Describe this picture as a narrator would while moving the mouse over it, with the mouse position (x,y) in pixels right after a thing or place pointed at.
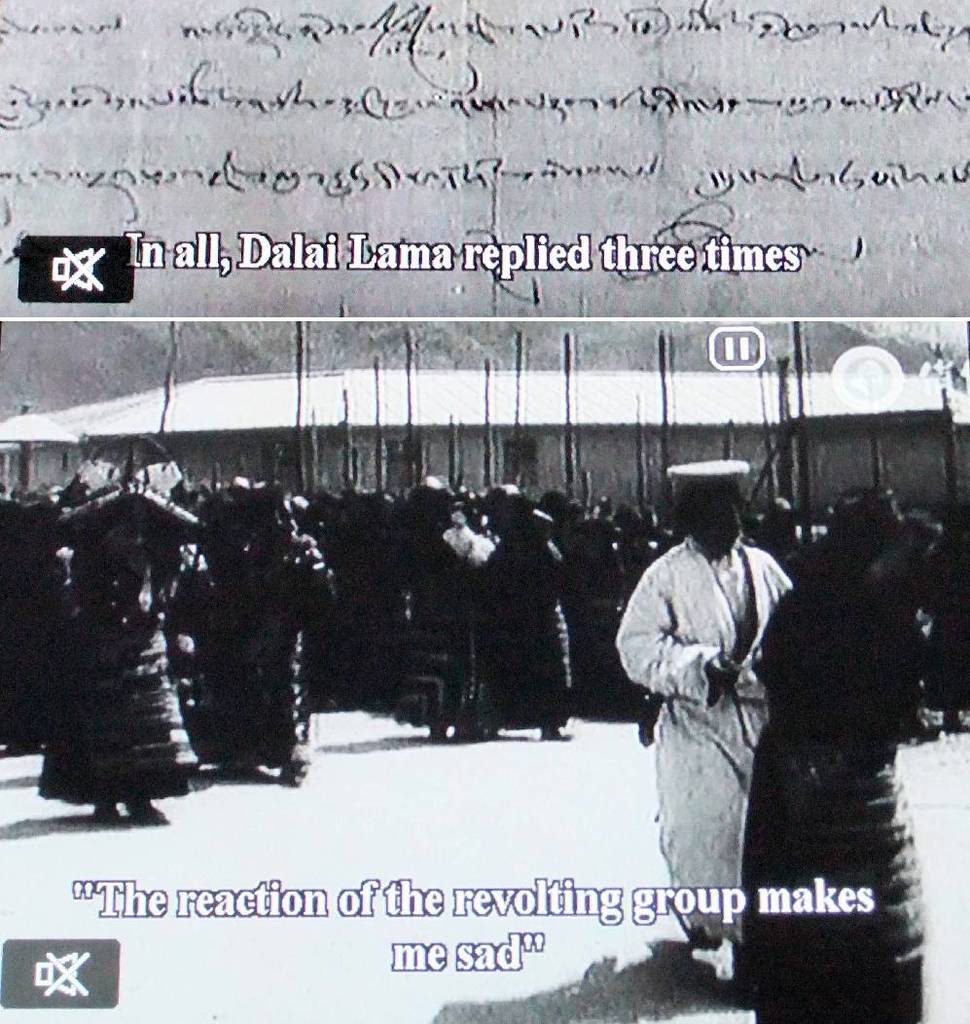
In this image we can see a collage of a picture in which group of persons (426,638) are standing. One person (738,752) wearing white dress (748,677) is holding his hands (735,676) together.
